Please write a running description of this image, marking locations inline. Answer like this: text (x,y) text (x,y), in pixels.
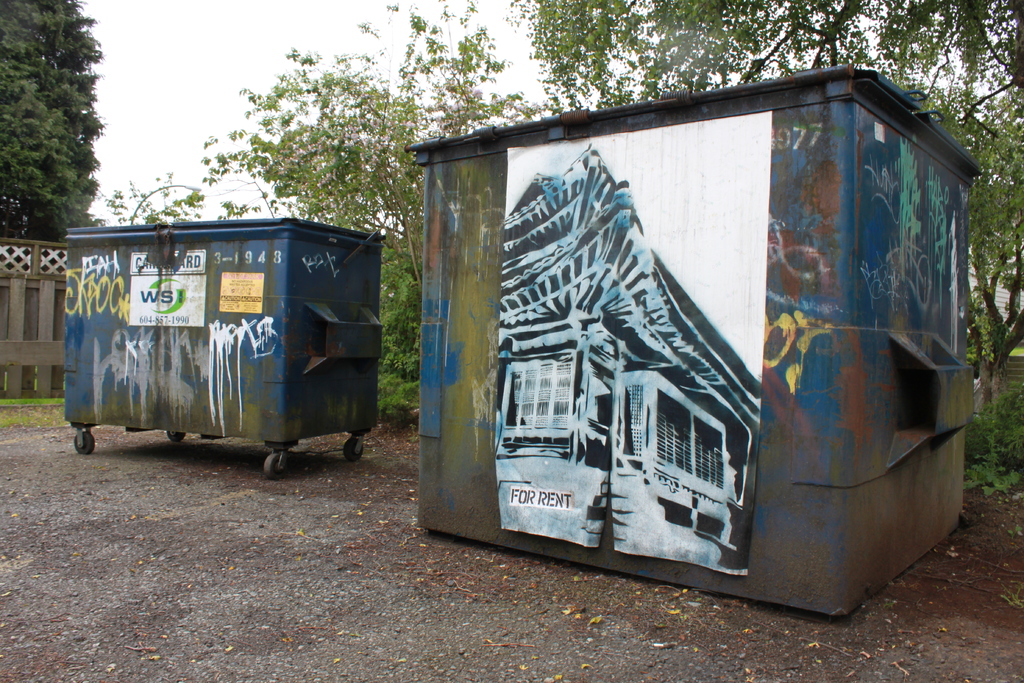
In this picture there is a blue box (834,255) which has a picture (756,398) attached on it and there is something written beside it and there is another box (229,308) beside it and there are few trees (719,47) behind it and there is a fence wall (28,275) and a tree (23,186) in the left corner (27,183).
